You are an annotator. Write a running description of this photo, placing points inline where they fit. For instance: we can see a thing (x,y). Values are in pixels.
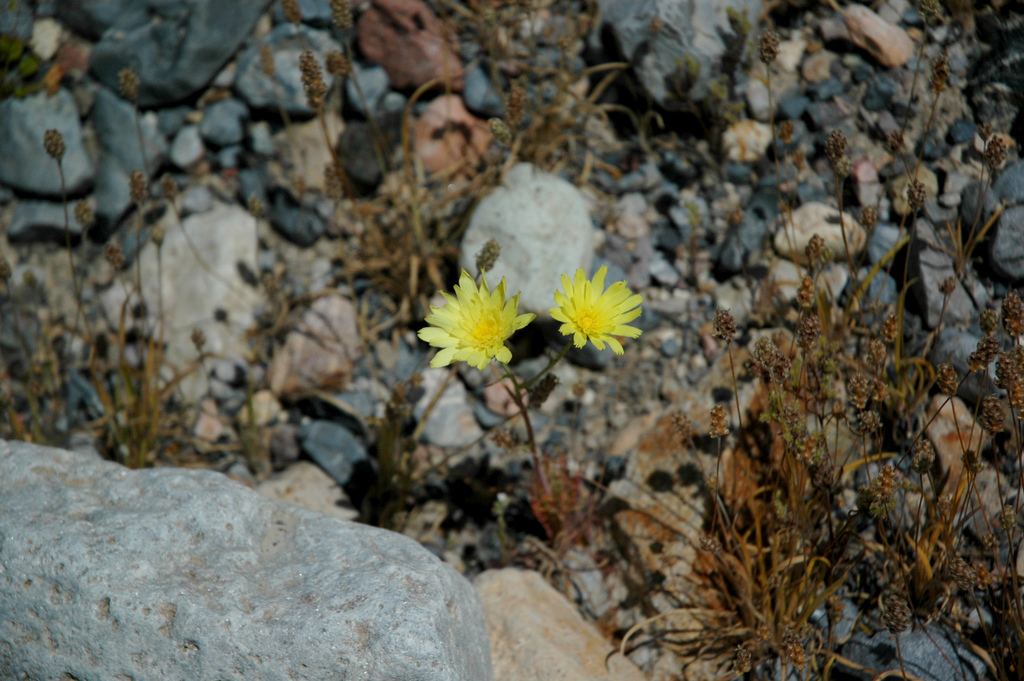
In this picture we can see two flowers (593,325) here, on the right side (837,503) there is a plant (799,482), we can see some stones (743,209) and rocks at the bottom (54,532).
